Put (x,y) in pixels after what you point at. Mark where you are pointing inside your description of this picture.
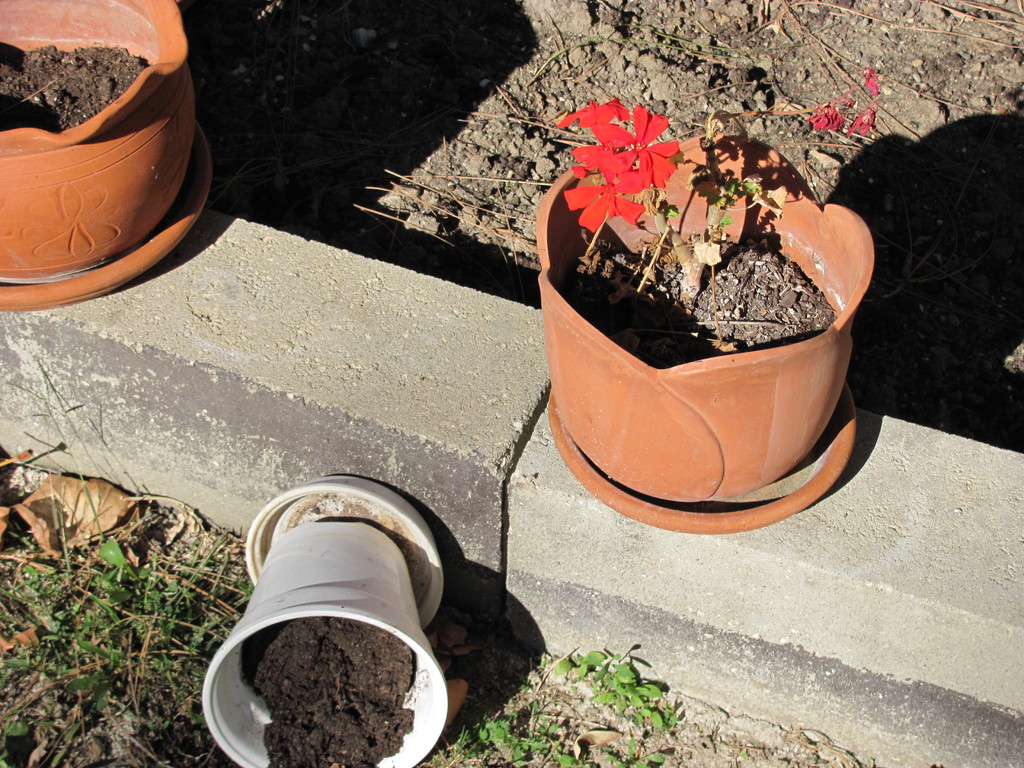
In this picture we can see the grass (153,564), stones (292,403), plant pots (106,110) on plates (194,179) with mud (71,112) and flowers (640,155) in it. In the background (473,199) we can see sticks (539,123) on the ground (404,132).
